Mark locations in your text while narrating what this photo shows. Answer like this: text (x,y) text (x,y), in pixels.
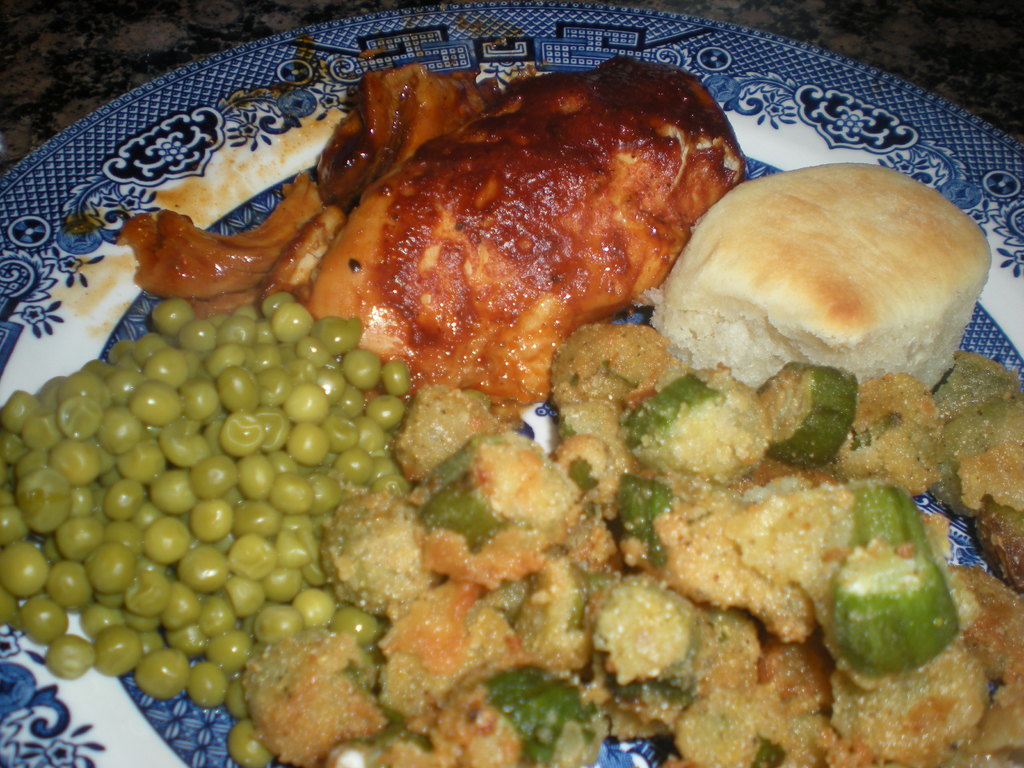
In the image there is a meat (540,311), bread (810,245), peas (13,425) and veg (851,426) in a plate (923,114).
